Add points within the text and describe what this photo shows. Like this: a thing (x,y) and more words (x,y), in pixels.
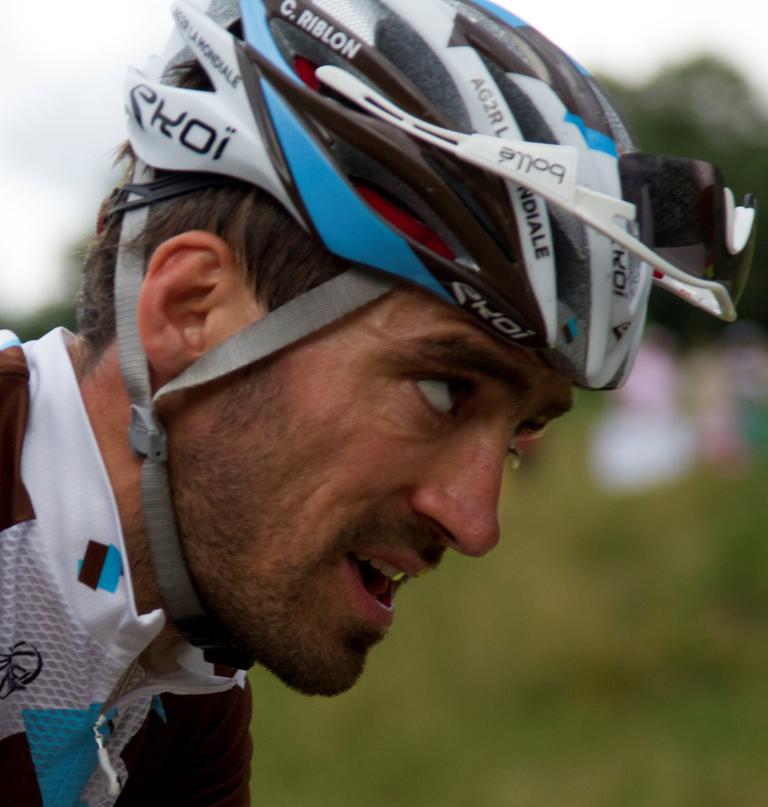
In this picture we can see a person (207,534), he is wearing a helmet (181,570) and in the background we can see trees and it is blurry.
